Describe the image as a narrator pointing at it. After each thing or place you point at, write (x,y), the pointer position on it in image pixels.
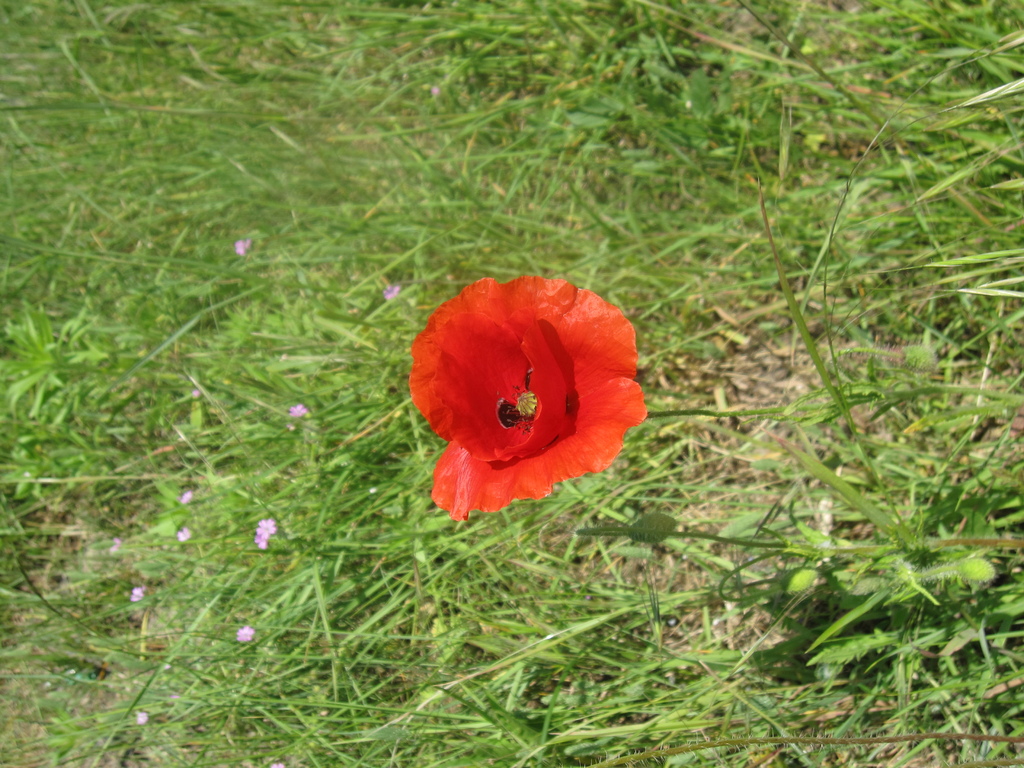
In this picture there is a red color flower (445,336) in the center of the image (479,365) and there is greenery (575,263) around the area of the image.
